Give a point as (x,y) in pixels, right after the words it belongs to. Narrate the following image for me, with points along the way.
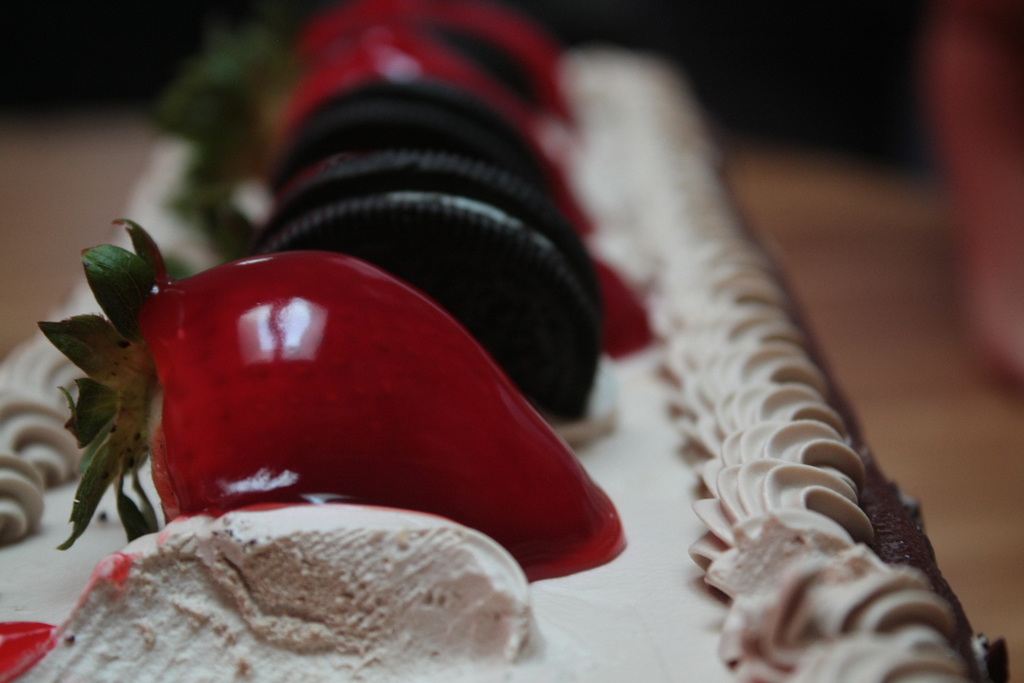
In this picture there is a cake (22,397) in the center of the image (416,344), on which there are strawberries (185,133) and biscuits (400,236).
